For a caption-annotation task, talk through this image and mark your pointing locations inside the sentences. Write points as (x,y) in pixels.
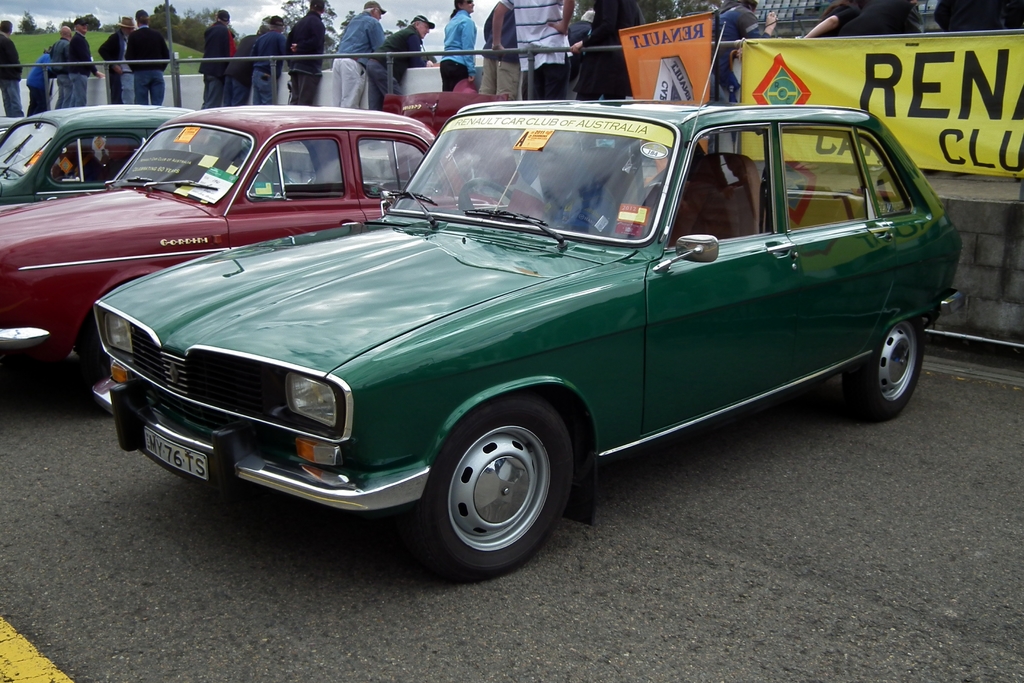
In this image there are cars (737,297) on the road (579,622), in the background (686,51) there is a fencing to that fencing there are banners (1008,112), on that banners (1001,132) there is some text (890,78) and people (76,55) standing behind the fencing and there are trees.
